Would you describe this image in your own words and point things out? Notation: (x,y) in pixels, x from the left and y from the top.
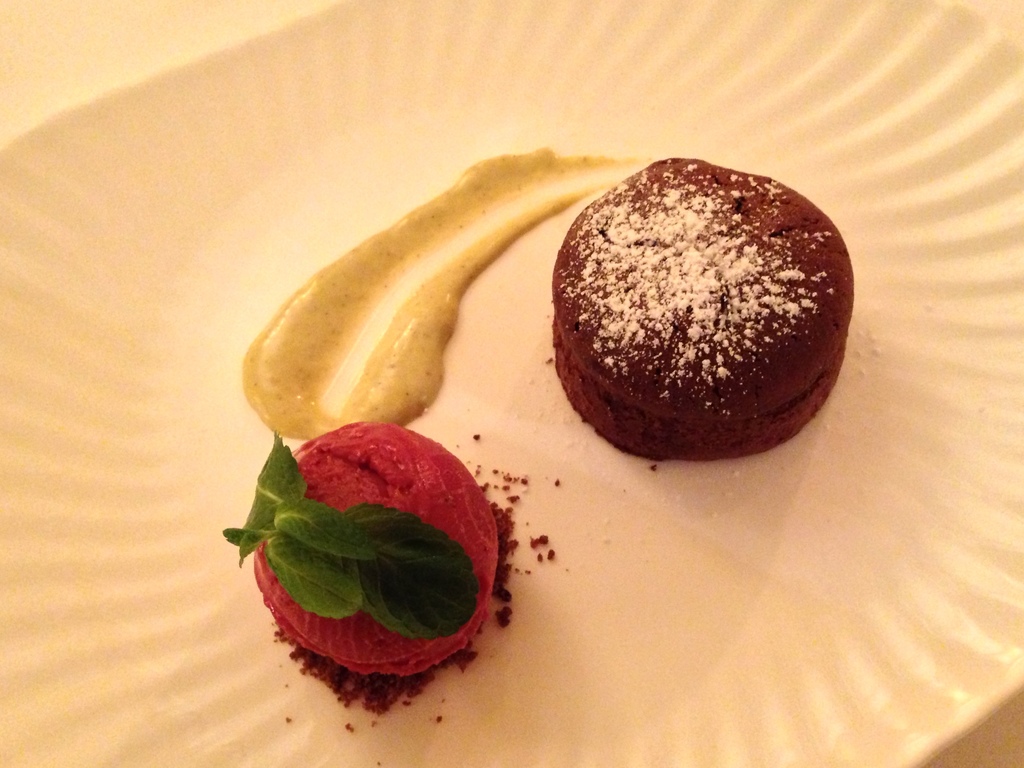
In this image we can see some food (571,364) in a plate (605,480) topped with some green leaves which is placed on the surface (984,721).
